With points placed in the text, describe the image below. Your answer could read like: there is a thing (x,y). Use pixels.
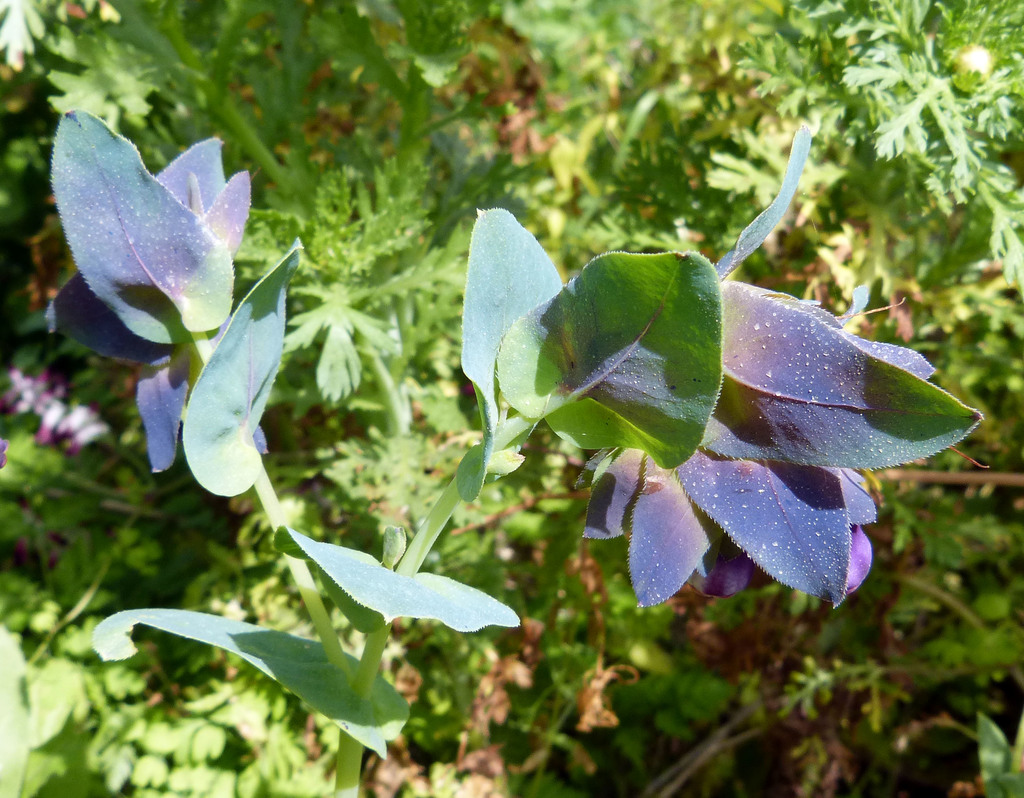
On the left side (337,768), there is a plant (342,784) having leaves (733,387) which are in green and blue color combination. In the background (190,725), there are other plants (154,638).
